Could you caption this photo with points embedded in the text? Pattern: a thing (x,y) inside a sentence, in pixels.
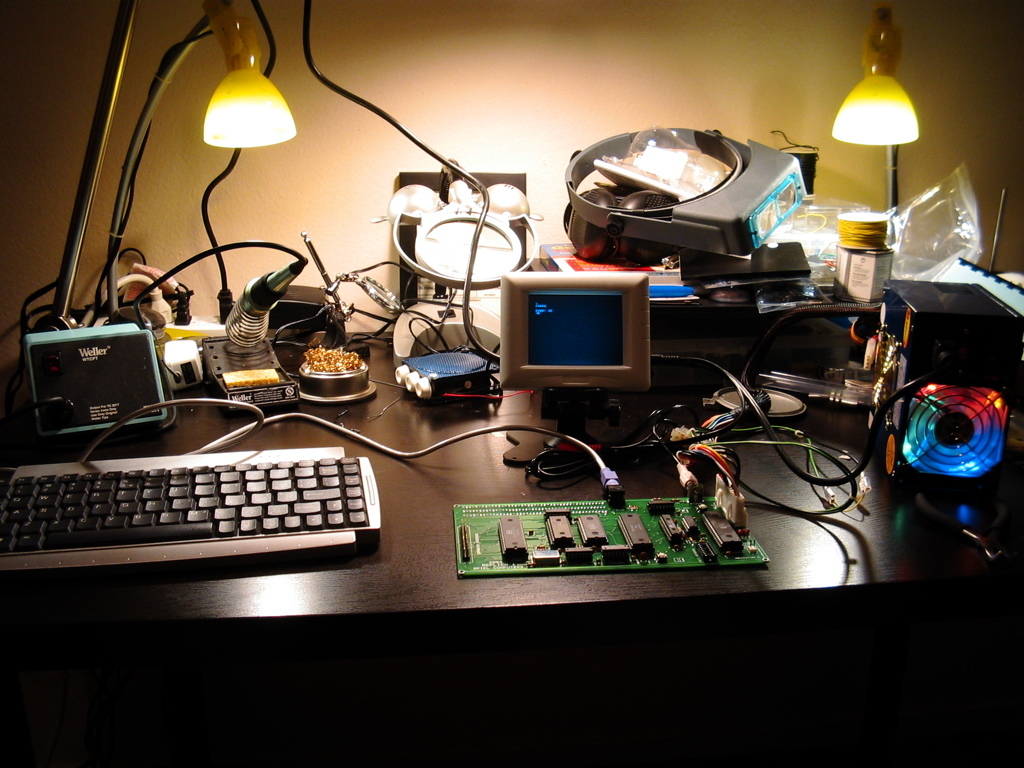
In this picture we see a table (16,591) on the table (401,483) we see table lamps (213,136) and a keyboard (2,482) and a motherboard (464,507) and a small monitor (641,365).
